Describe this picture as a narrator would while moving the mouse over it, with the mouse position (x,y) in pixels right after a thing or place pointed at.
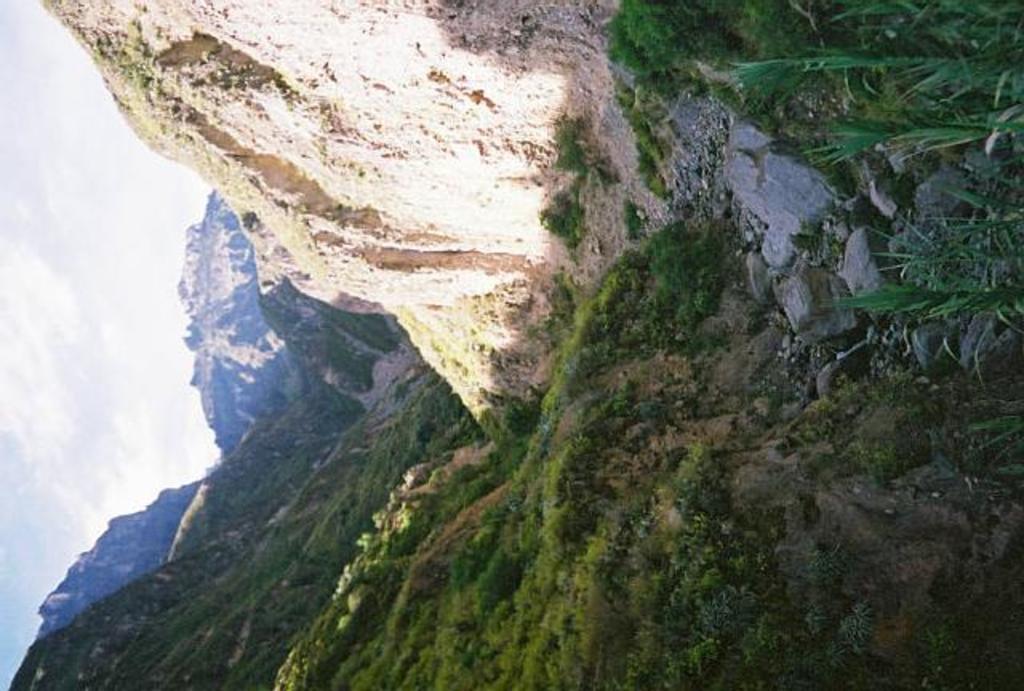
On the right side of the picture (1000,408) there are stones (791,180), grass (902,146) and plants (706,472). In the middle of the picture (511,315) there are mountains (500,345) and grass (538,527). On the left (208,523) there are mountains (152,506). Sky (96,252) is cloudy.
